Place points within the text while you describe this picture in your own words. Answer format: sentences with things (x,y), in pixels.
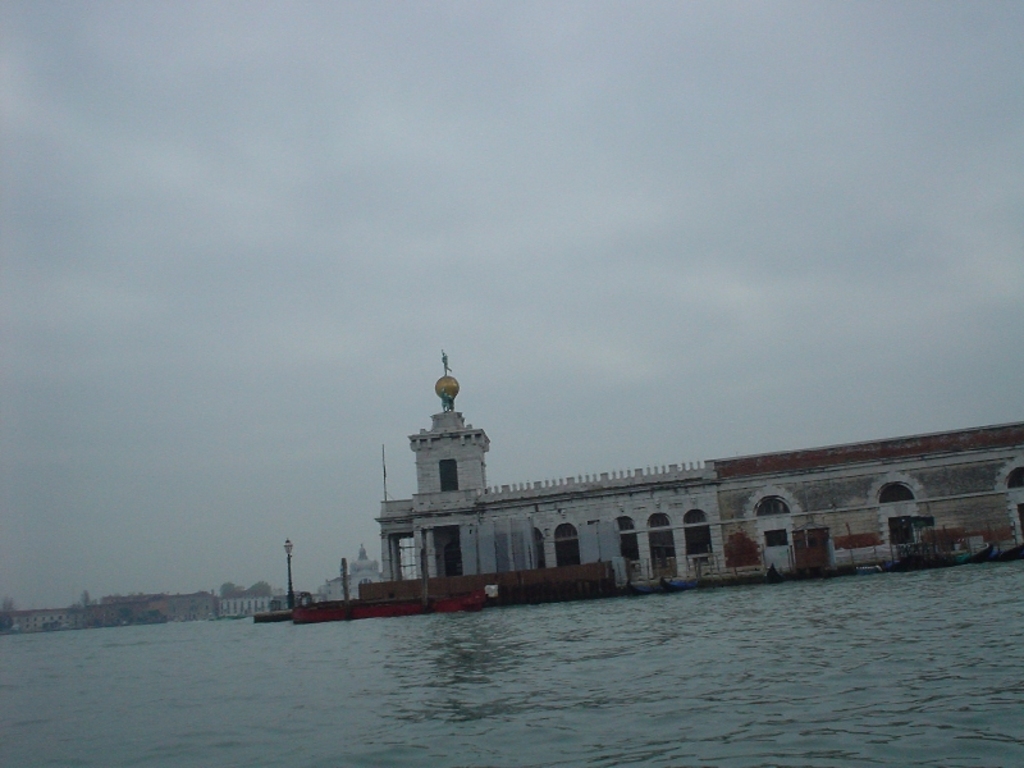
In this image we can see buildings (669,529), windows (690,515), light poles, trees (261,589), also we can see the river (520,704), and the sky (549,286).
